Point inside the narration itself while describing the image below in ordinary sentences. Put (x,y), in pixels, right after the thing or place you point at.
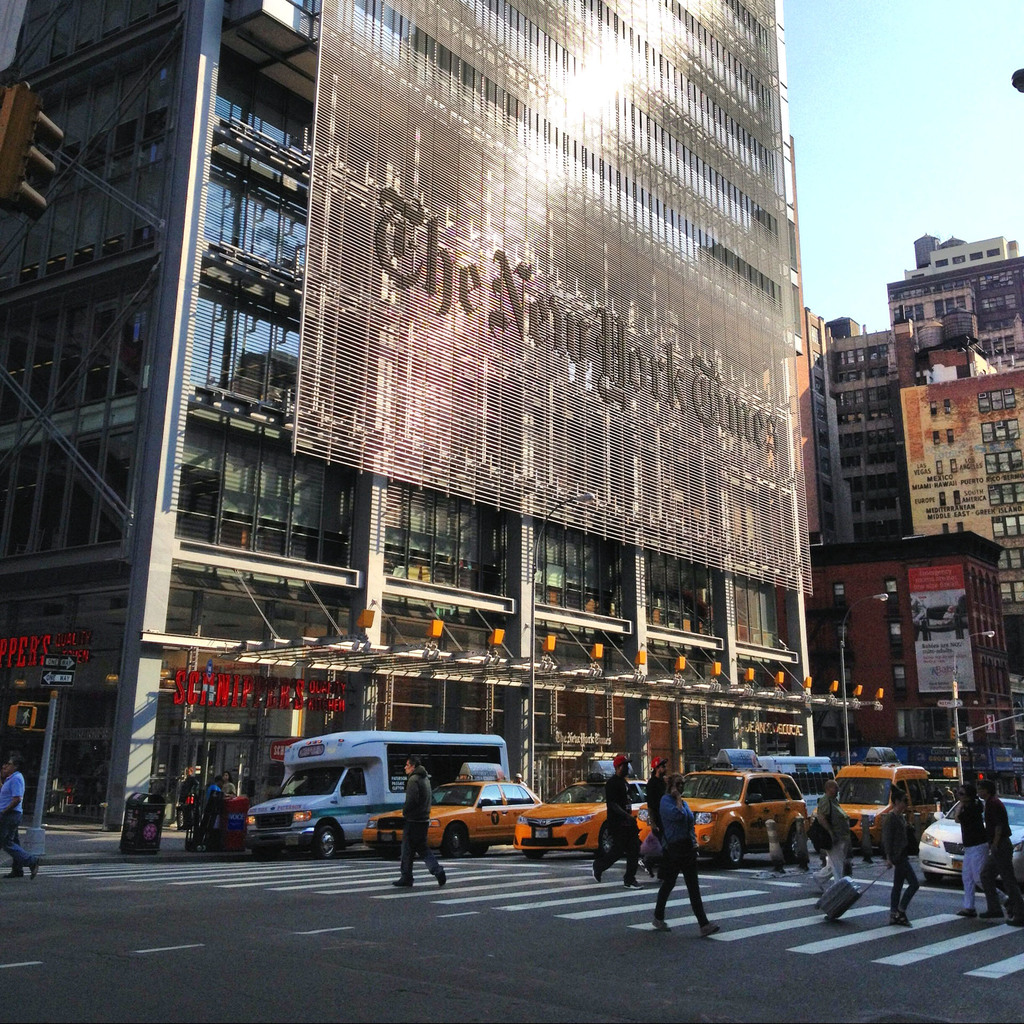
In this picture we can see a few people (1019,897) walking on the road (68,917). There are a few vehicles (484,786) on the road (56,889). We can see a pole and a traffic signal (29,715) on the left side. There are a few buildings (742,640) visible in the background (548,315). Sky (851,121) is blue in color.
